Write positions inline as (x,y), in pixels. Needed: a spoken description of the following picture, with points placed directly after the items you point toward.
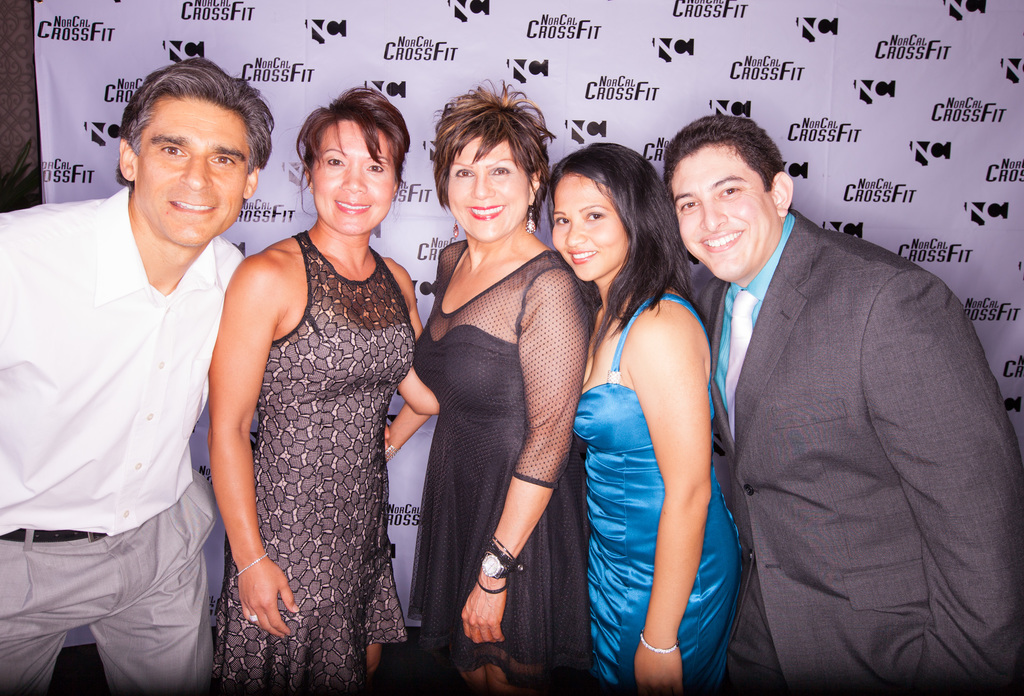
In this image I can see three women (281,325) and two men (697,294) are standing. I can see smile (364,208) on their faces (471,231). In the background (999,33) I can see white colour thing (897,141) and on it I can see something is written at many places.
